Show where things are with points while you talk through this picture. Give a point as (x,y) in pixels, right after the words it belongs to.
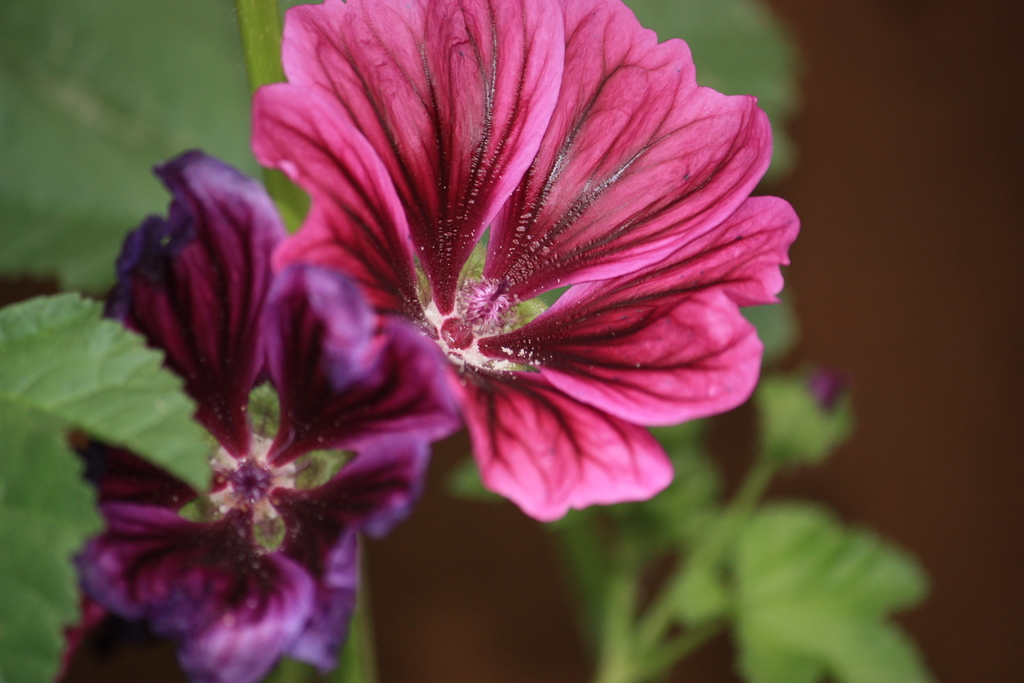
In this picture we can see flowers (246,400) and leaves (82,177). In the background of the image (862,168) it is blurry.
